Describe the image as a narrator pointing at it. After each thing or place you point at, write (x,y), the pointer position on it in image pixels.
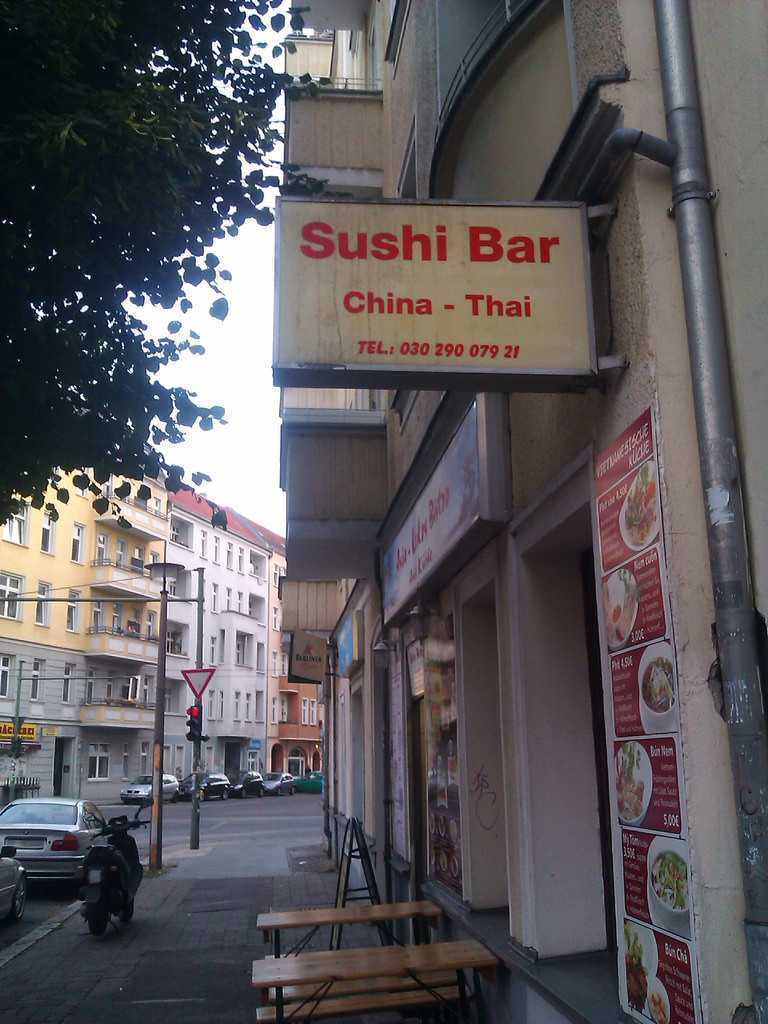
In this picture we can see foot path (290,934) and on footpath (190,848) we have bike (131,841), pole (163,601), benches (380,917) beside to this cars (72,812) on road (173,843), building (76,674) with windows (214,652), sign board (199,687), traffic signal (206,737), sky (227,406), pipe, name board (371,320).
